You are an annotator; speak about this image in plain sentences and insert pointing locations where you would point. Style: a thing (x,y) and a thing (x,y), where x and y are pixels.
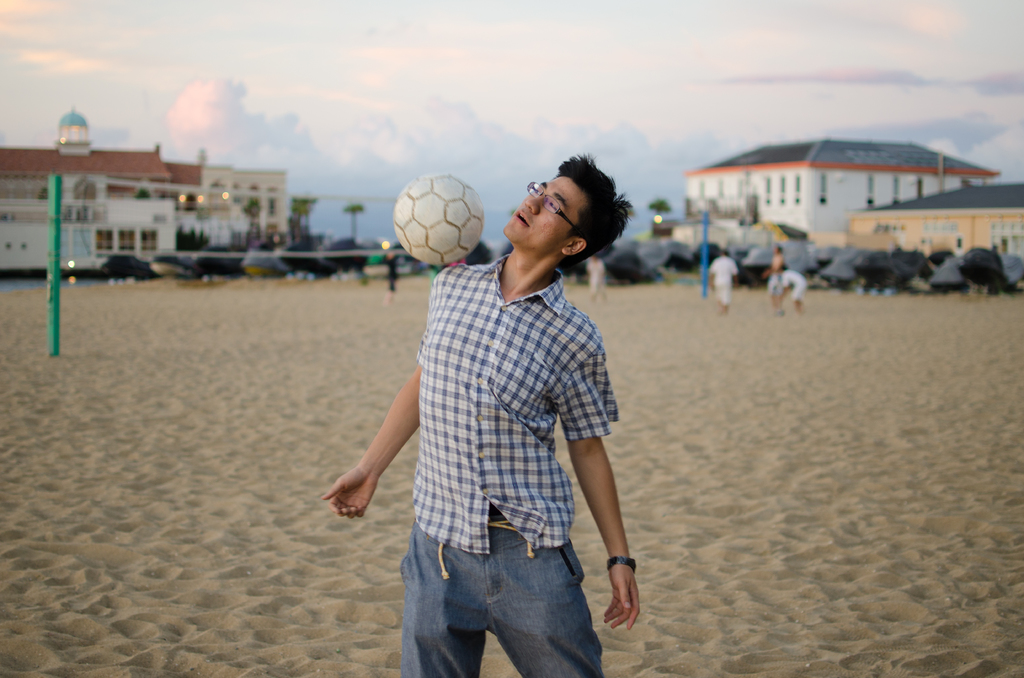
a person (440,446) is standing. there is a ball (407,231) above him. behind him there is a net (256,233) and other people (727,288) are standing at the back (722,204) there are buildings (731,181).
